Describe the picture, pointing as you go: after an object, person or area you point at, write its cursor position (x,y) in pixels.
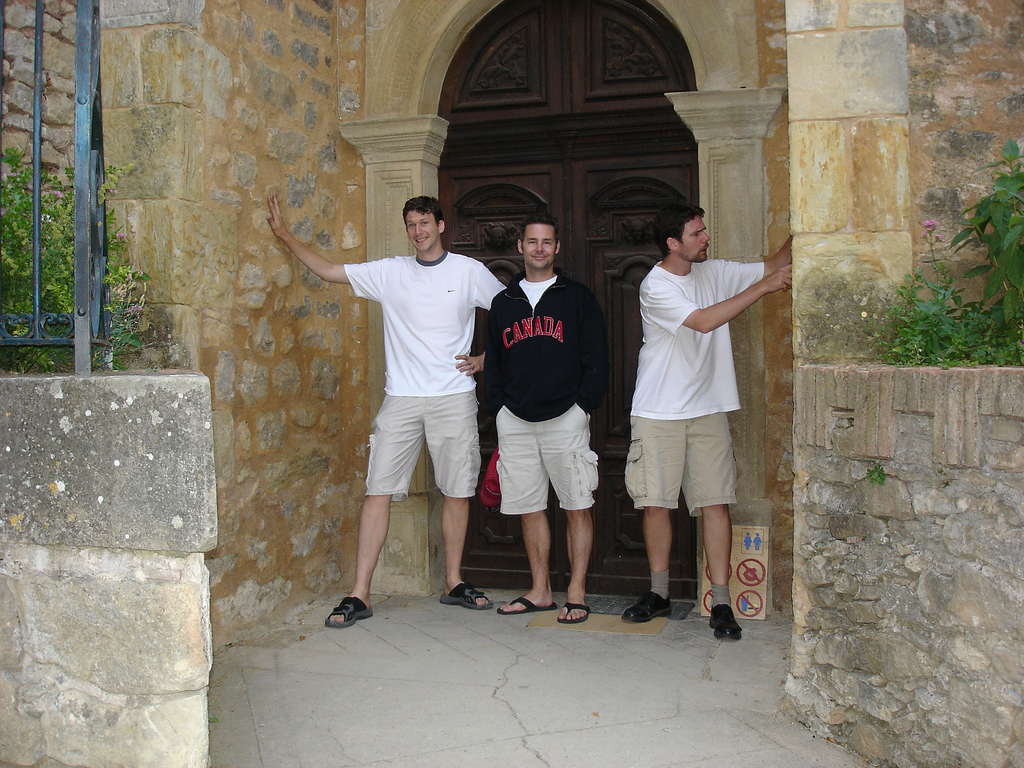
In the center of the picture (394,285) there are three men (518,320) standing, behind them there is gate (561,140). On the left (140,324) there are wall (179,200), plant (71,209) and railing (78,274). On the right (832,409) there are wall (940,169), plants (931,303), flower (933,220). At the bottom (540,692) it is floor (468,692).
